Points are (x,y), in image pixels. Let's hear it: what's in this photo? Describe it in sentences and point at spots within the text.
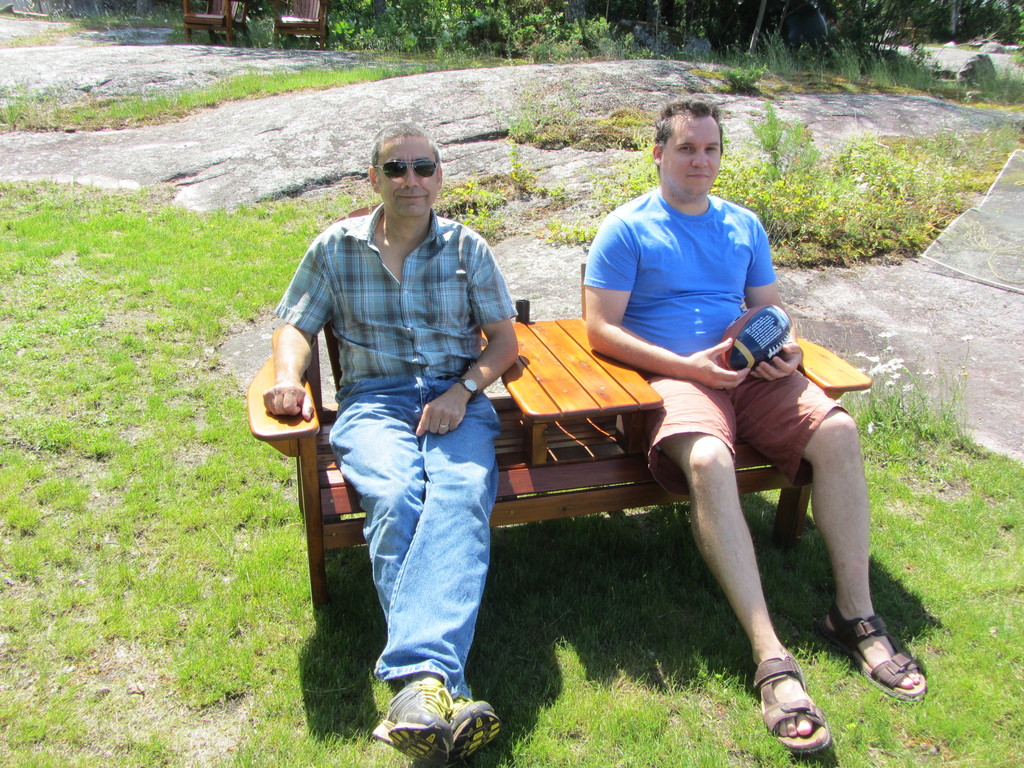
In the foreground of this image (397,328), there are two men (672,272) sitting on chair (563,478). Around them there are grass (168,326), plants (490,22), trees (509,22) and two chairs (233,22) in the background (240,15).
